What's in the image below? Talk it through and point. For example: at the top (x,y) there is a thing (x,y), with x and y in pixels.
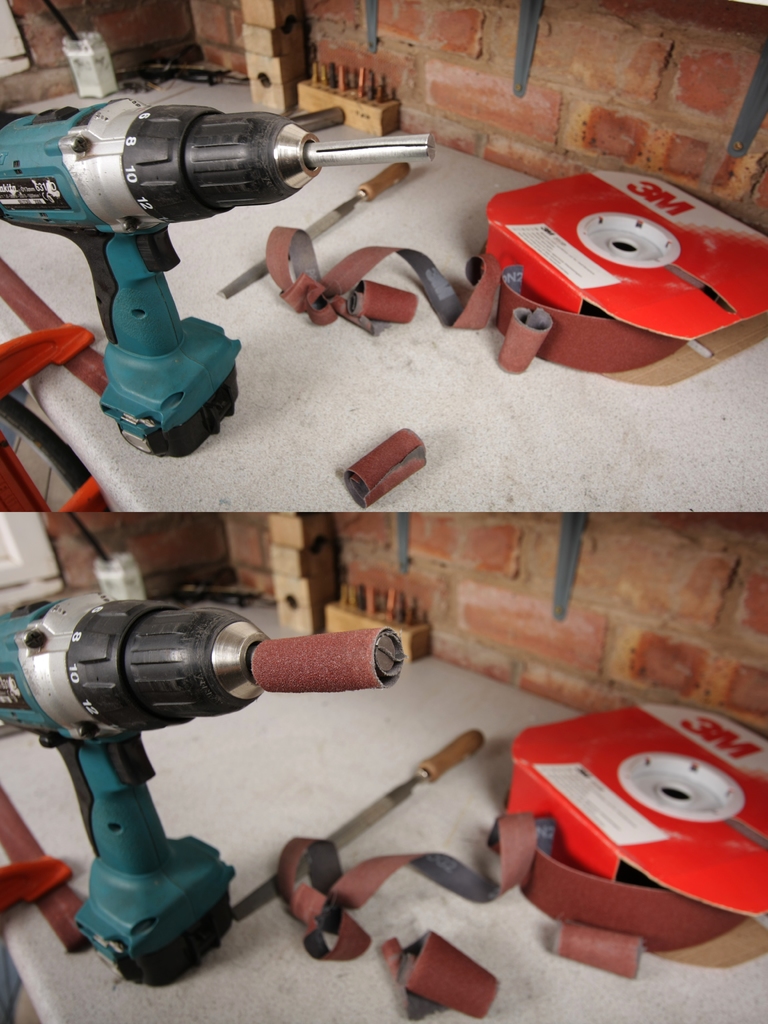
This is a collage image, in this image we can see a hole drilling machine (146,278) and a few other tools (306,232) on top of a table (324,256).
